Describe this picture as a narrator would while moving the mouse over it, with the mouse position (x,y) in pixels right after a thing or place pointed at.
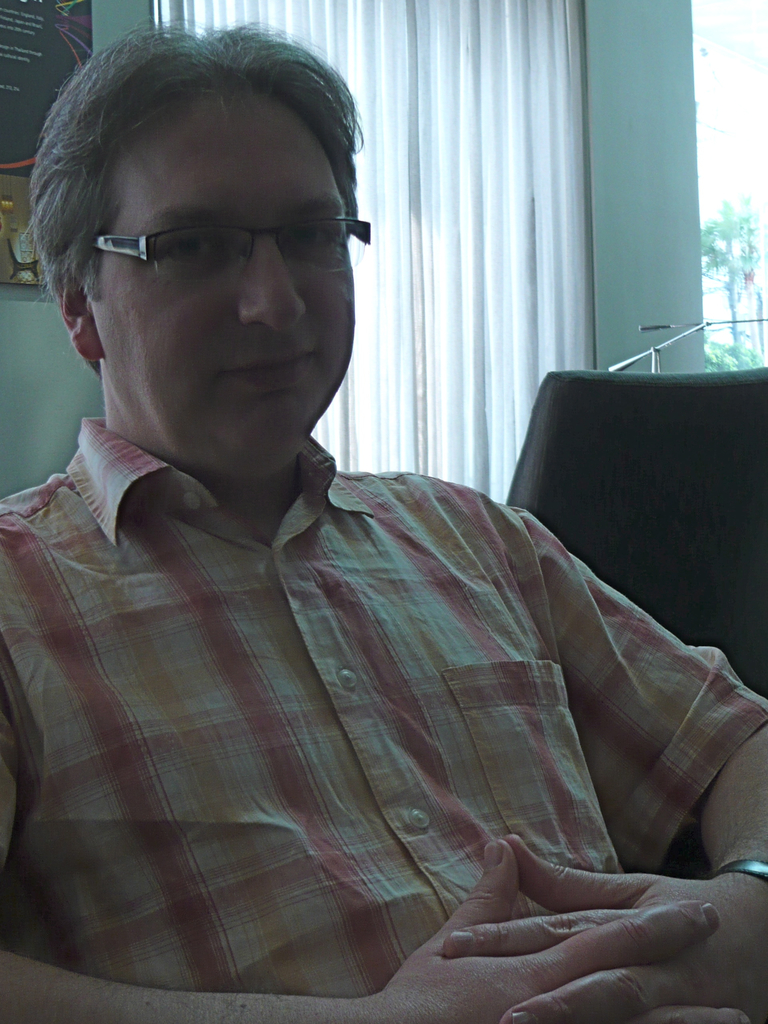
In this image I can see a man (459,719) is looking at his side, he wore shirt (374,620), spectacles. Behind him there is the window curtain (449,135), on the right side (689,454) there is the chair (671,495).
